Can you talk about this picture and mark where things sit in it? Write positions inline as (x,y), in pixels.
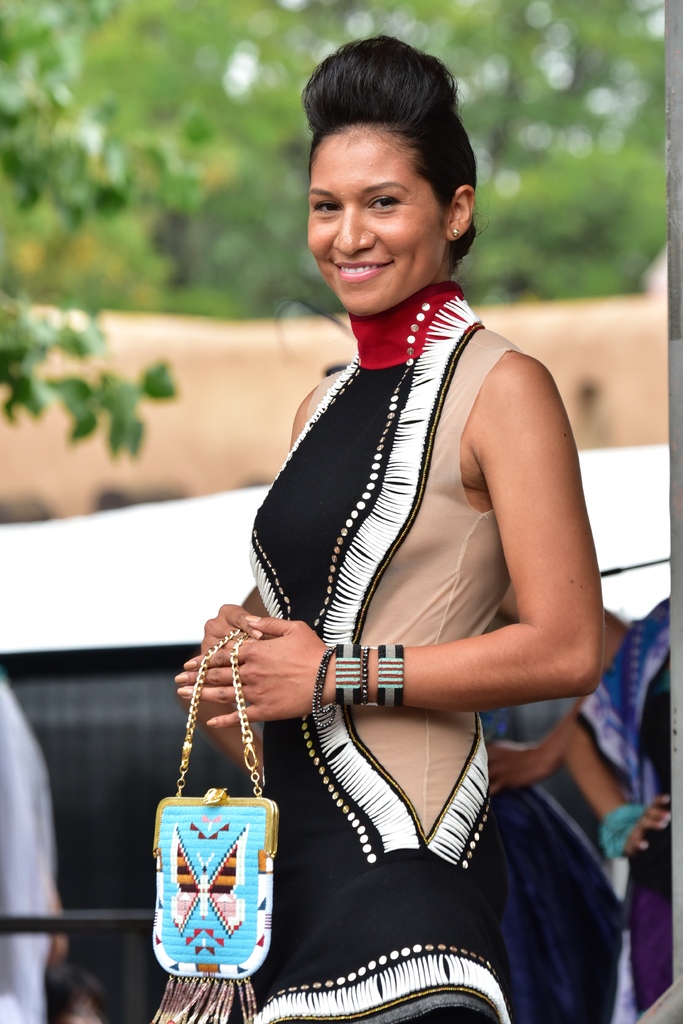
A woman (290,892) is standing with a different color dress (457,364) and different hairstyle (454,153) smiling she is holding hand bag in her hands (233,610) and trees (499,35) in the middle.
